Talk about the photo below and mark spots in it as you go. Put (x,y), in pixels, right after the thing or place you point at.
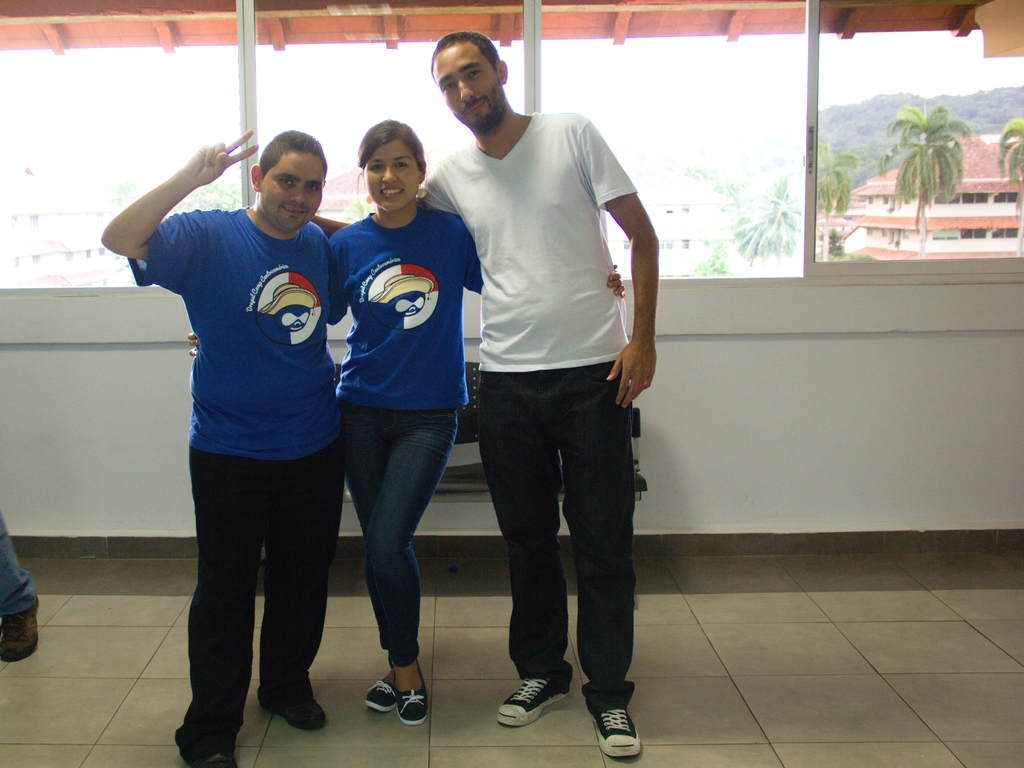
This image consists of buildings (902,203) backside. There are trees (902,174) in the back side (844,175). In the front (358,289) there are 3 persons (484,334). Two are wearing blue color t-shirt (316,338), one is wearing white color t-shirt (568,268). The one who is in the middle (358,266) is woman (400,245), she is smiling. Both men (488,73) are also smiling. In the bottom left corner (27,576) there is leg (13,568) of some other person (26,601). All of them are wearing shoes (608,712).
